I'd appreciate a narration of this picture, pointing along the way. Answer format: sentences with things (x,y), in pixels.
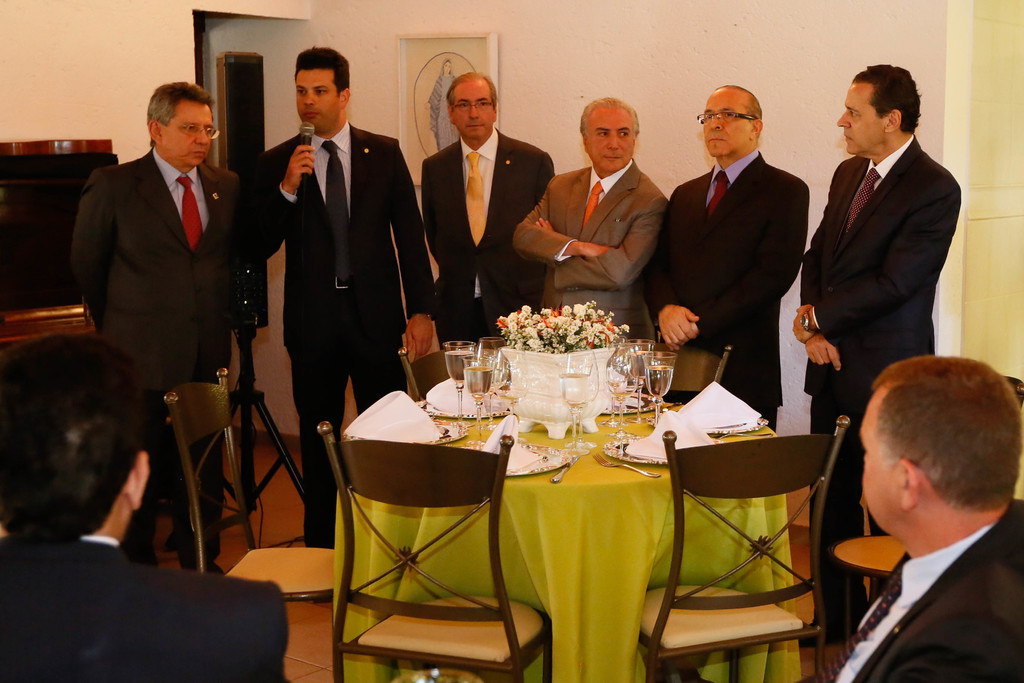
This is the picture inside of the room (379,117). There are group of people (640,309) standing behind the table (556,513). There are glasses (473,363), plates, spoons (618,466), tissues (713,391) and flower vase (584,410) on the table (605,414), table (590,458) is covered with green color cloth (692,521) at the back (402,70) there is a frame (442,41) on the wall (543,35).
